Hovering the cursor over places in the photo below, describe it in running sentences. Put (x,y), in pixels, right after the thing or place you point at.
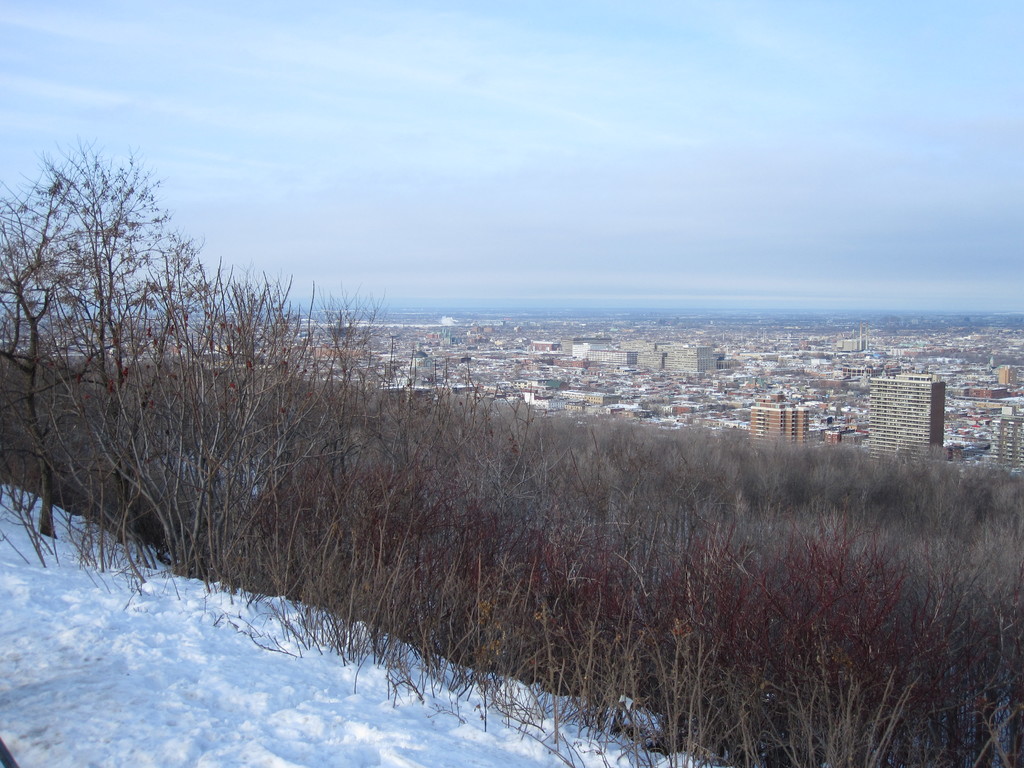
In this picture I can see buildings (598,370), trees (88,423) and snow (178,718) and I can see a blue cloudy sky (519,189).
